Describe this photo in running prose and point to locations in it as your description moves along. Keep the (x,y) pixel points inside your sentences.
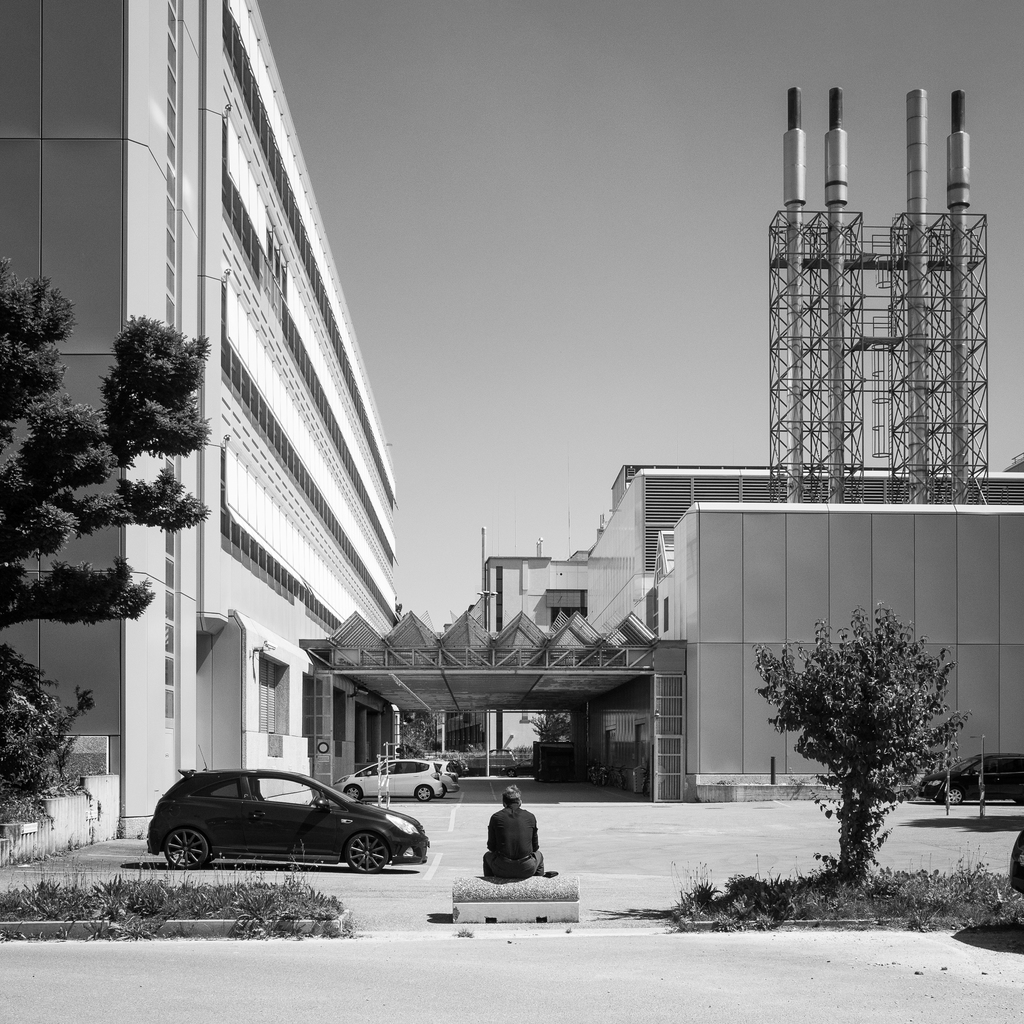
In this picture there are buildings (688,726) and trees (835,771) on the right (726,596) and left side of the image (12,63), there are cars (426,794) on the left side of the image (332,820), there is a man (488,864) who is sitting in the center of the image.
